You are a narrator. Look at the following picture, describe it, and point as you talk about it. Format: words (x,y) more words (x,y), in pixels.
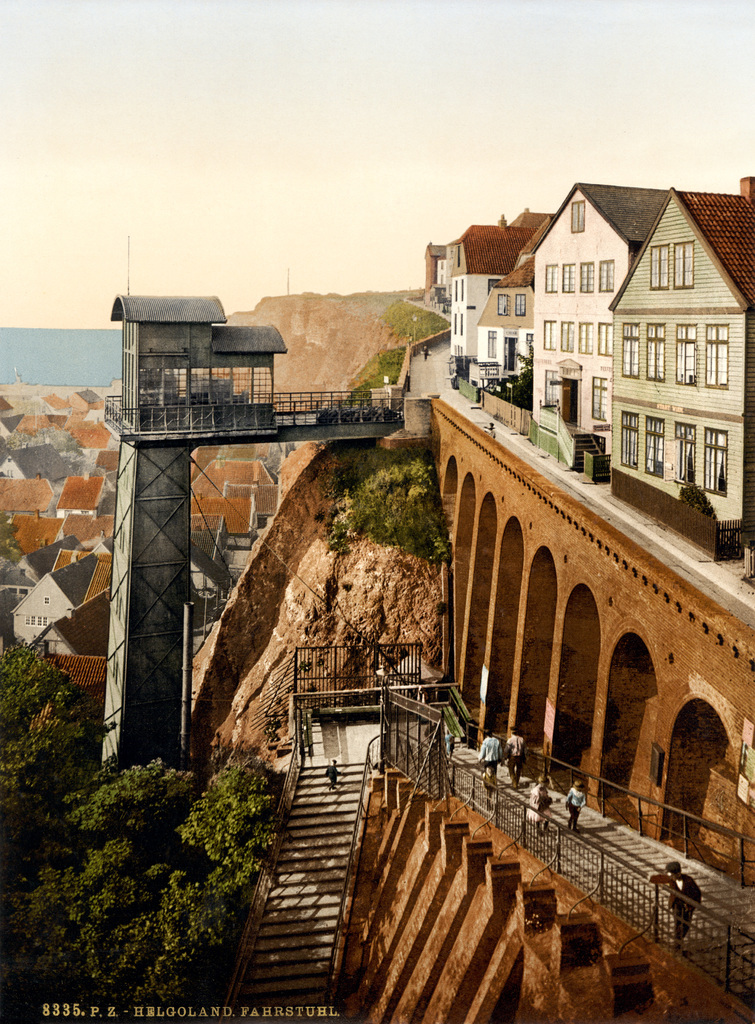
In this image there are buildings (22,511). At the bottom (167,891) there are trees (237,858) and we can see a bridge (525,698). There are people (511,770) walking. We can see stairs (309,912). In the background (361,327) there are hills (340,327) and sky (299,220).
